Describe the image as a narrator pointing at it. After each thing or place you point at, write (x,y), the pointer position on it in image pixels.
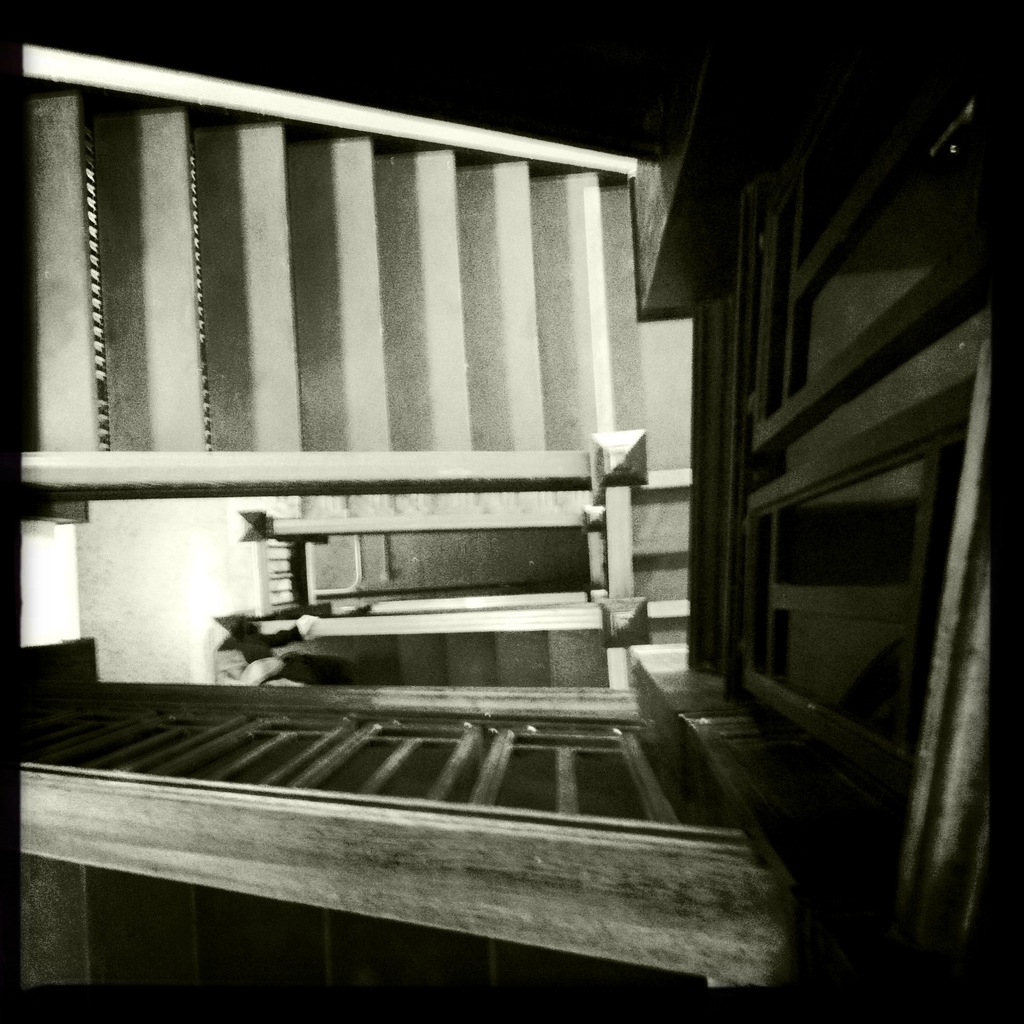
This image looks like an edited photo, in which I can see stairs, walls (837,783) and railings (465,744).
